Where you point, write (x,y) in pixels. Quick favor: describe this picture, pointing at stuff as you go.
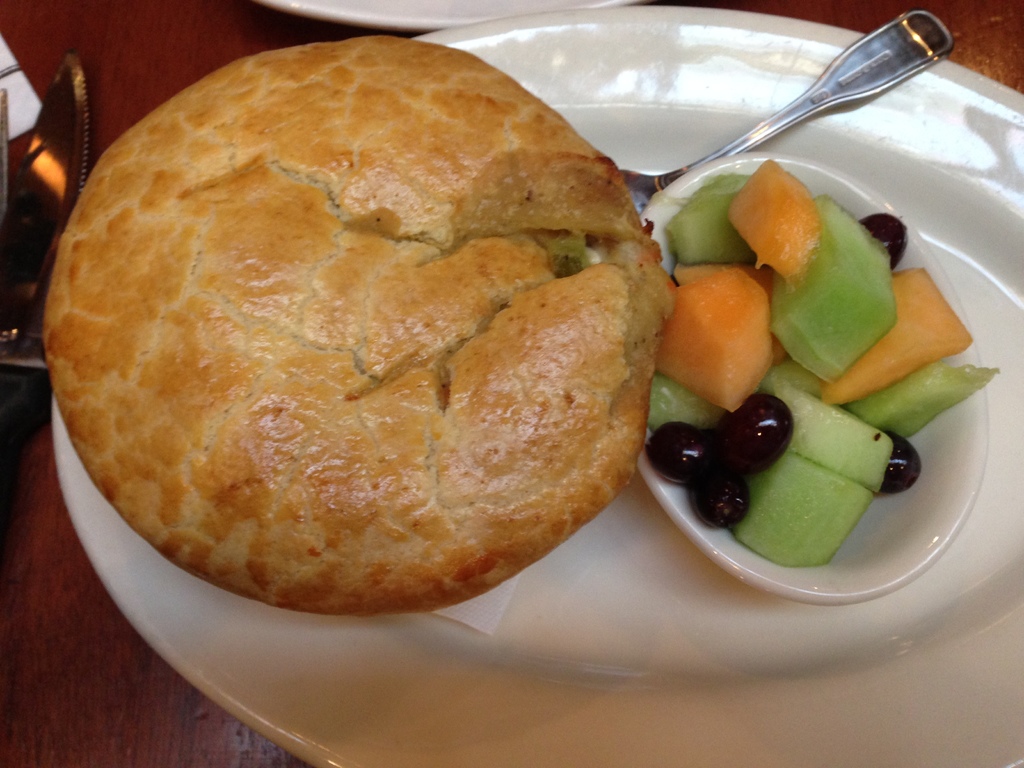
In this image there is a table (140,698), on that table (966,53) there is a plate (851,149), in that plate (833,158) there is a spoon (853,57) and food items (643,297).
